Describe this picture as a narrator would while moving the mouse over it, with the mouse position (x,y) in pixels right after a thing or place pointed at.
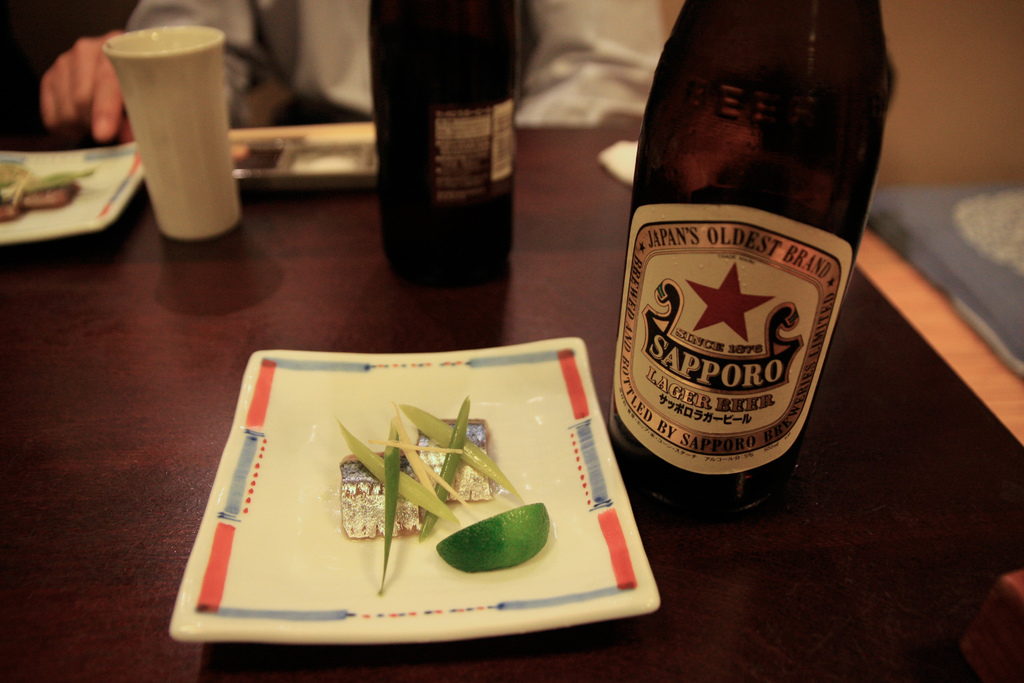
There are bottles (444,215), a glass (207,85), some objects (453,425) on a plate (517,461) and other objects (357,180) on a wooden table (83,380). In the background (642,24), there is a person (360,50) sitting.
